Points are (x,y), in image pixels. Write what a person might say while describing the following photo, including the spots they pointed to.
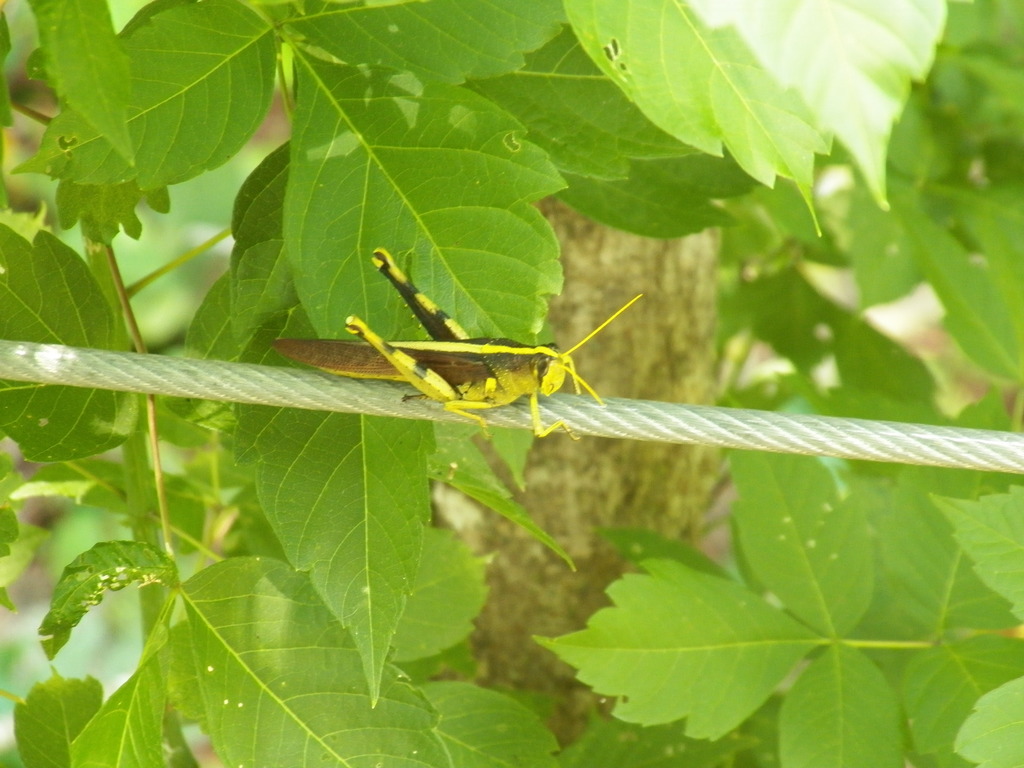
In this image we can see a grasshopper (478,400) which is on the thread (647,411) and at the background of the image (457,148) there are some leaves (636,206).
